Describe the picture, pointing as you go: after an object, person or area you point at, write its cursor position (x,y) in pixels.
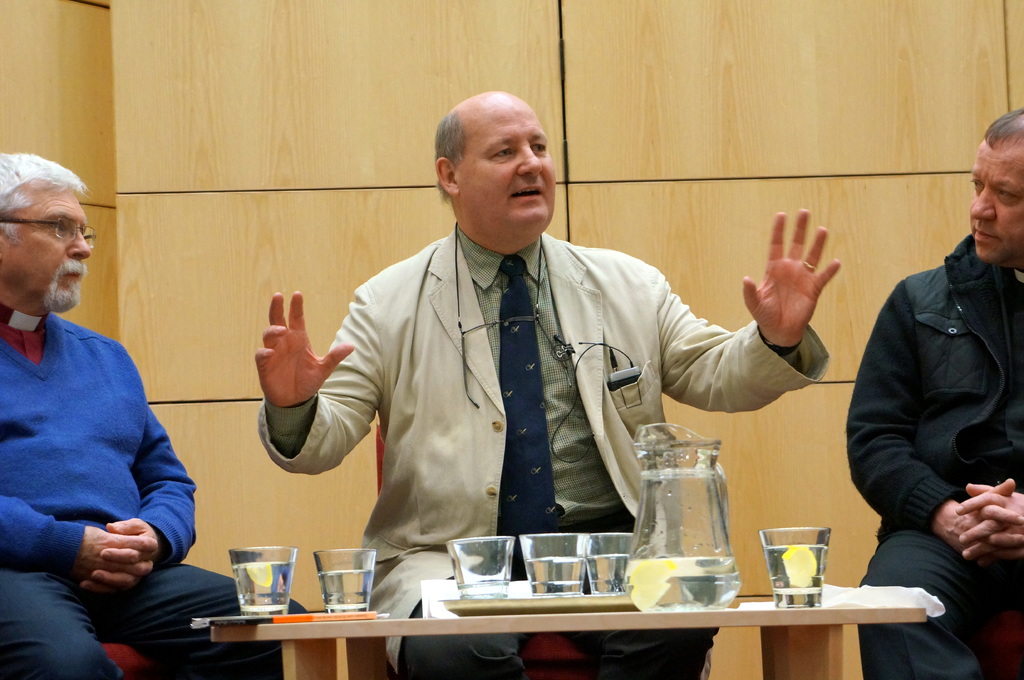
In this picture there are total of three people (992,166) one sitting at left (28,515), one on the right (1010,134) and one on the middle (672,372). And there are some glass (492,565) on the table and one jug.
